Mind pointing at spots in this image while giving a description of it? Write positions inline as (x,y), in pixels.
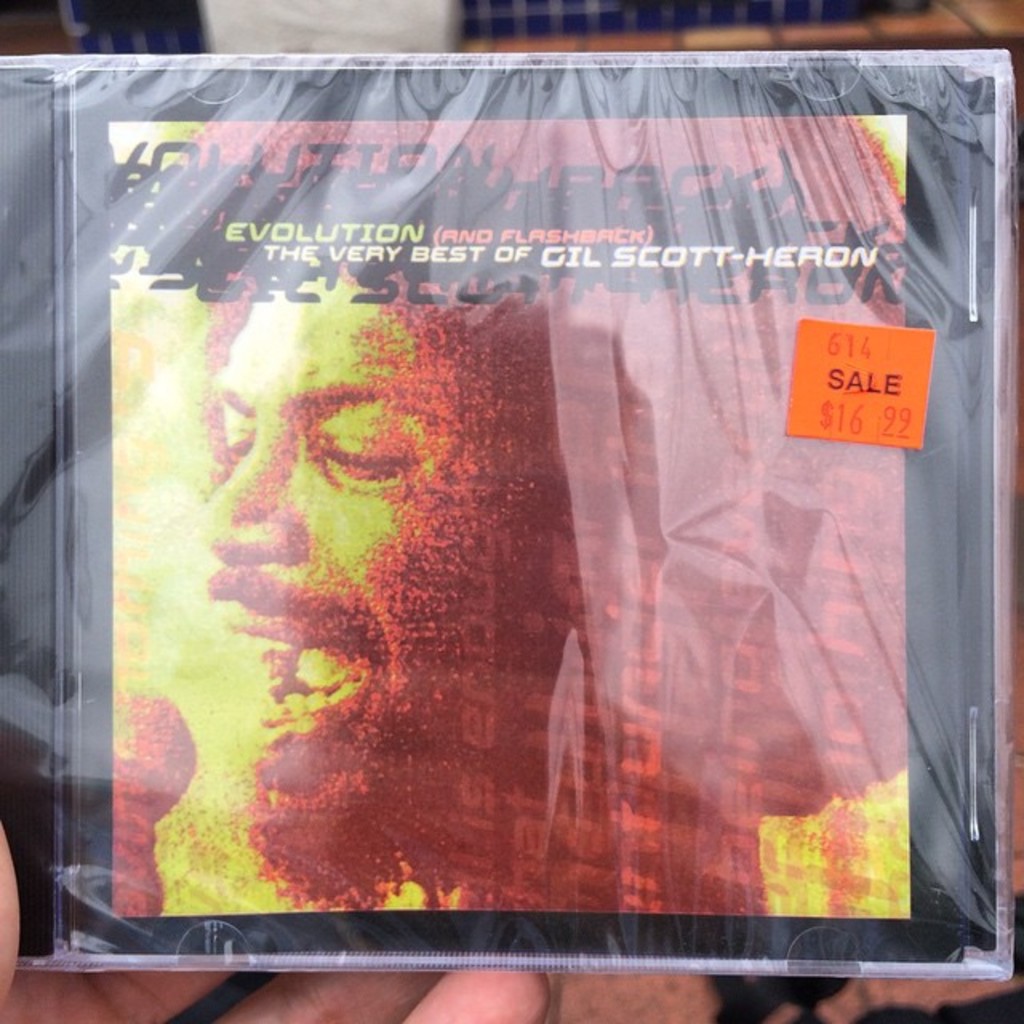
In this image we can see there is an object (513,413) covered with plastic cover (584,300), which is held in a person's hand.
